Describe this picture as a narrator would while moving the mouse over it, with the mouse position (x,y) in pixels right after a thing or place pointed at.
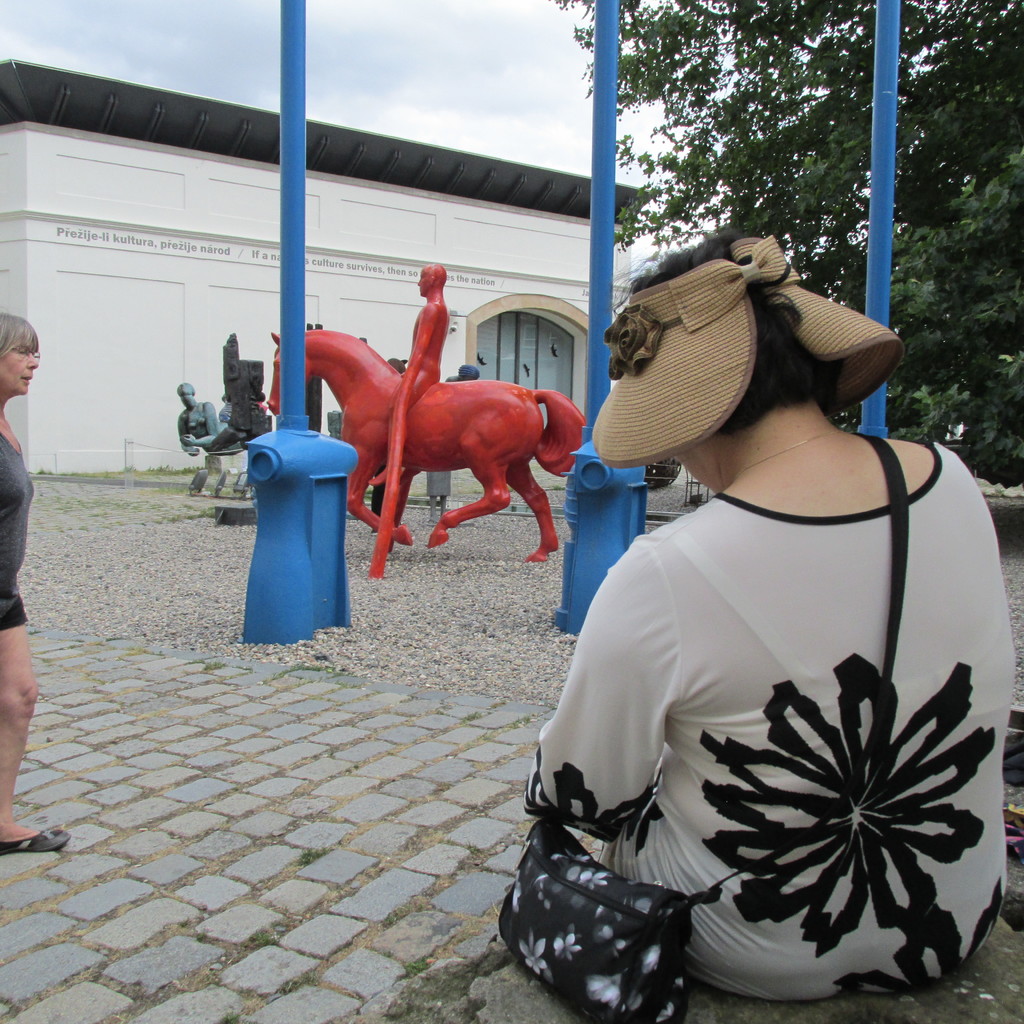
In the picture we can see a woman (956,486) sitting on the path (276,975) and wearing a white dress (731,982) and just beside her we can see another woman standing on the path (321,832) and in the background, we can see some blue color poles (284,67) and behind it, we can see a sculpture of a man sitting on the horse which is red in color and some sculptures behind it and behind it we can see a building (454,250) and behind it we can see a sky (429,46).
